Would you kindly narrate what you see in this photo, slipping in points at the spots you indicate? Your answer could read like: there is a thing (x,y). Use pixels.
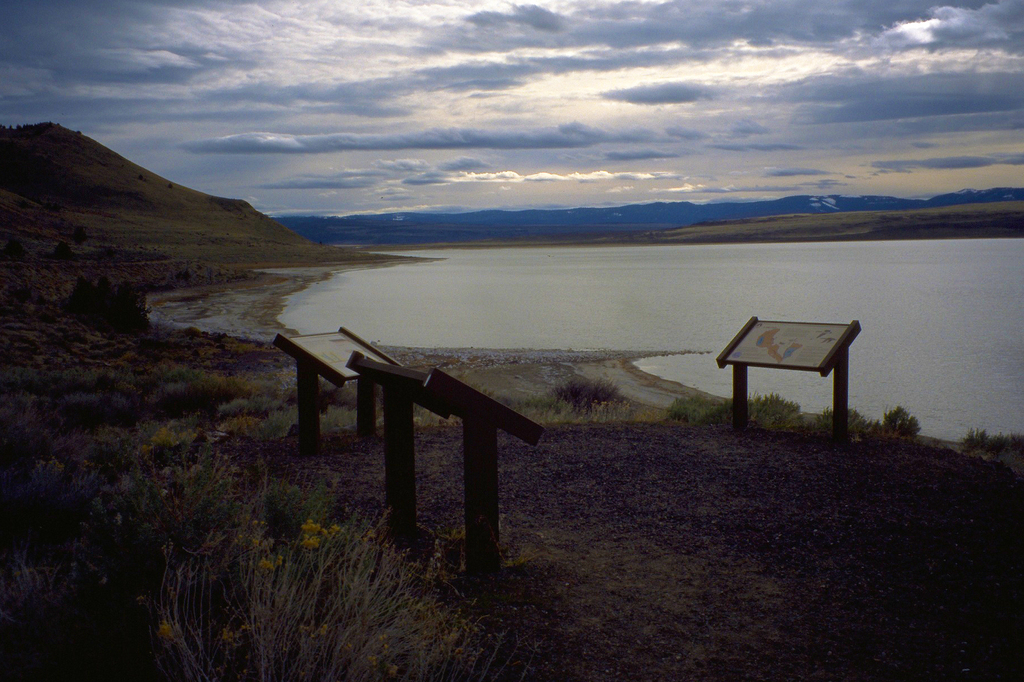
In the image in the center (481,451) we can see poles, boards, plants (249,390), grass (266,384) and water (634,281). In the background (581,129) we can see the sky (640,64), clouds (867,25) and hills (91,160).
